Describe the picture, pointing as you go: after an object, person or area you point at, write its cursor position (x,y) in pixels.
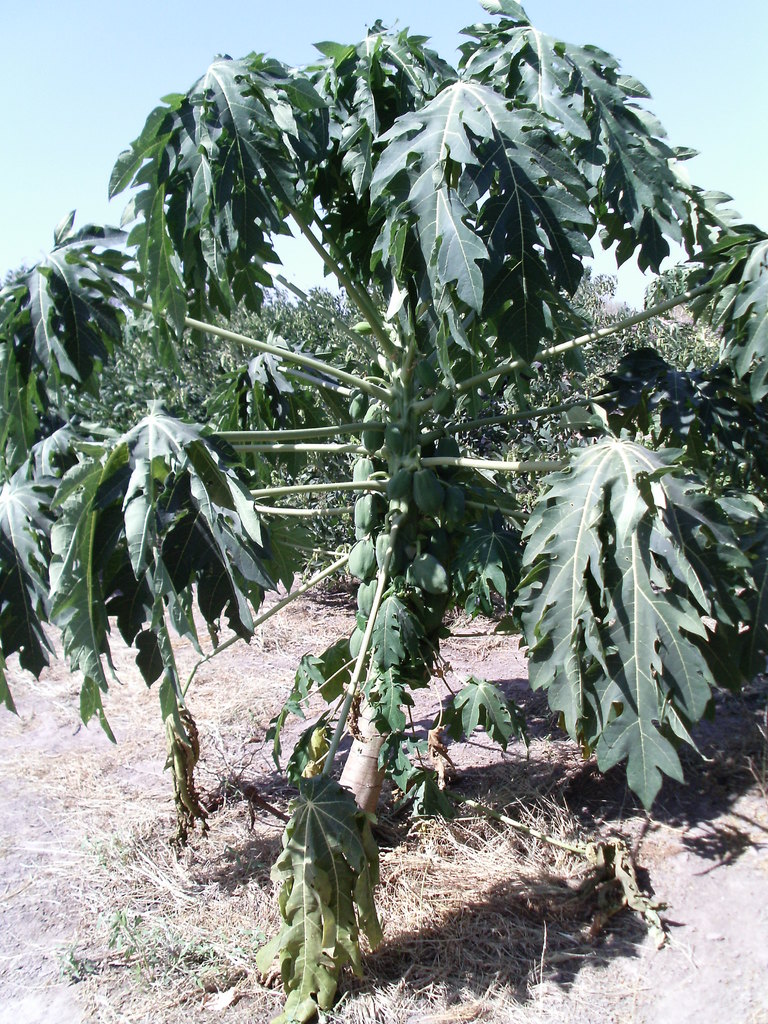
This image consists of a plant (374,477). At the bottom (545,1002), there is dry grass (477,932) on the ground (96,920). At the top (67,74), there is sky (49,76). In the background (501,439), there are plants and trees (324,518).
